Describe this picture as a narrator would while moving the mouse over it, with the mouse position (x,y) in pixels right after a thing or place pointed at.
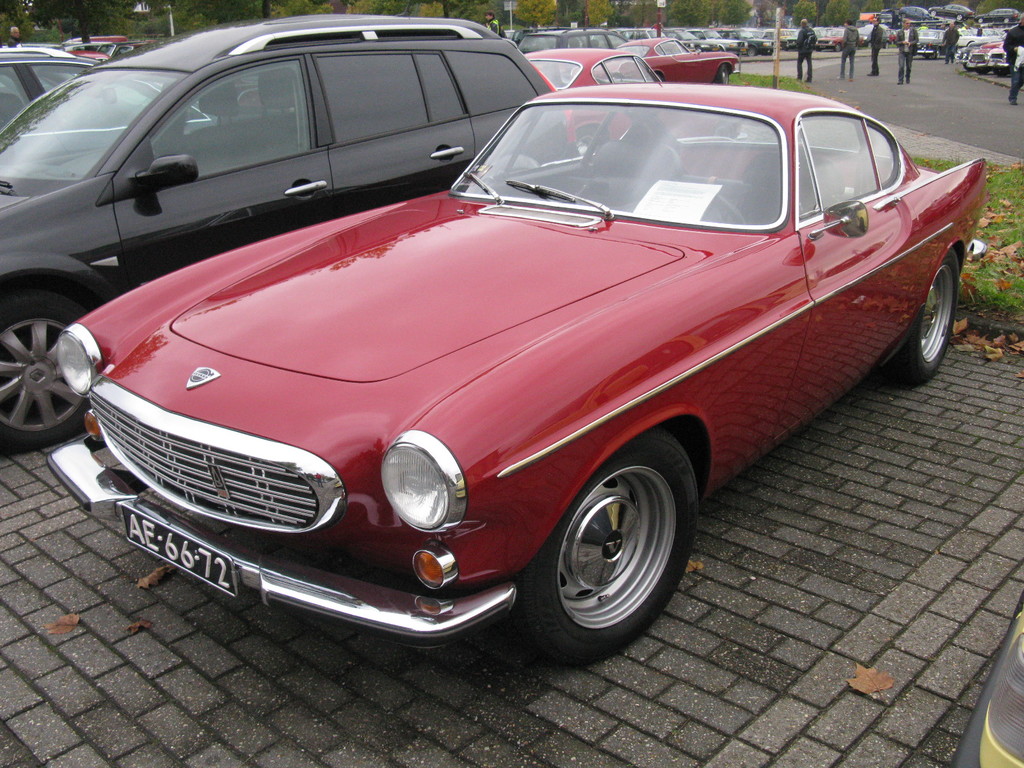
In this picture we can see vehicles (350,31). At the top of the image (429,1), there are trees (810,2) and poles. In the top right corner of the image (811,31), there are people (811,31) on the road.
